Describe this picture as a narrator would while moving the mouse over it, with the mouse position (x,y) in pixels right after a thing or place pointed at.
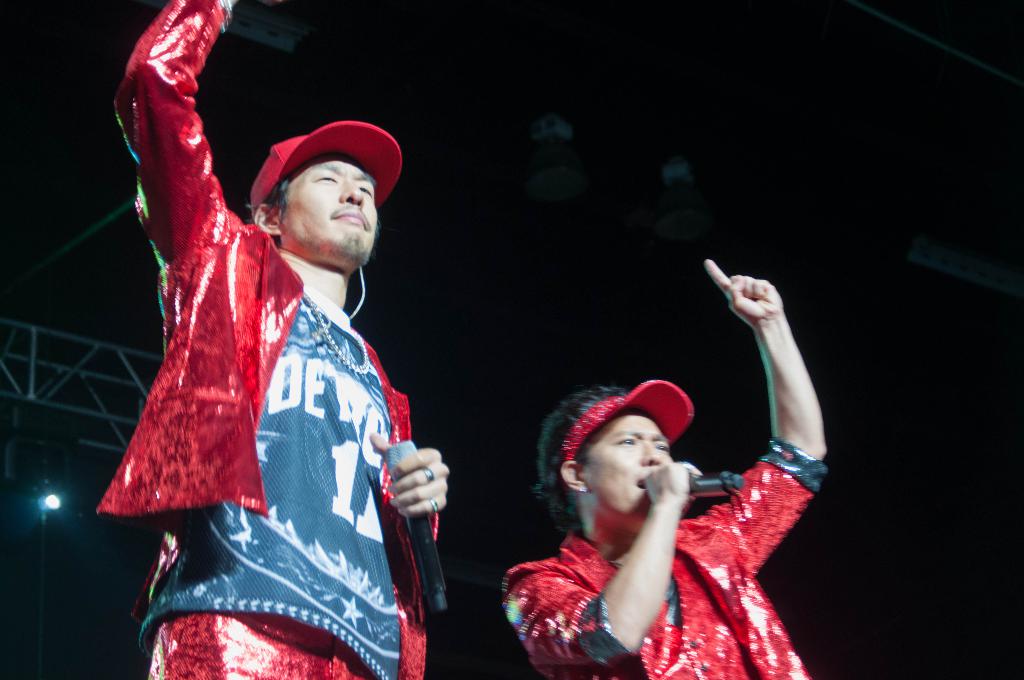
In the center of the image (347,451) we can see two people (319,650) are standing and they are holding microphones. And they are wearing red caps (618,408) and red jackets (596,630). In the background (537,538) there is a wall (24,537), one pole type structure (119,412), light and a few other objects (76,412).
